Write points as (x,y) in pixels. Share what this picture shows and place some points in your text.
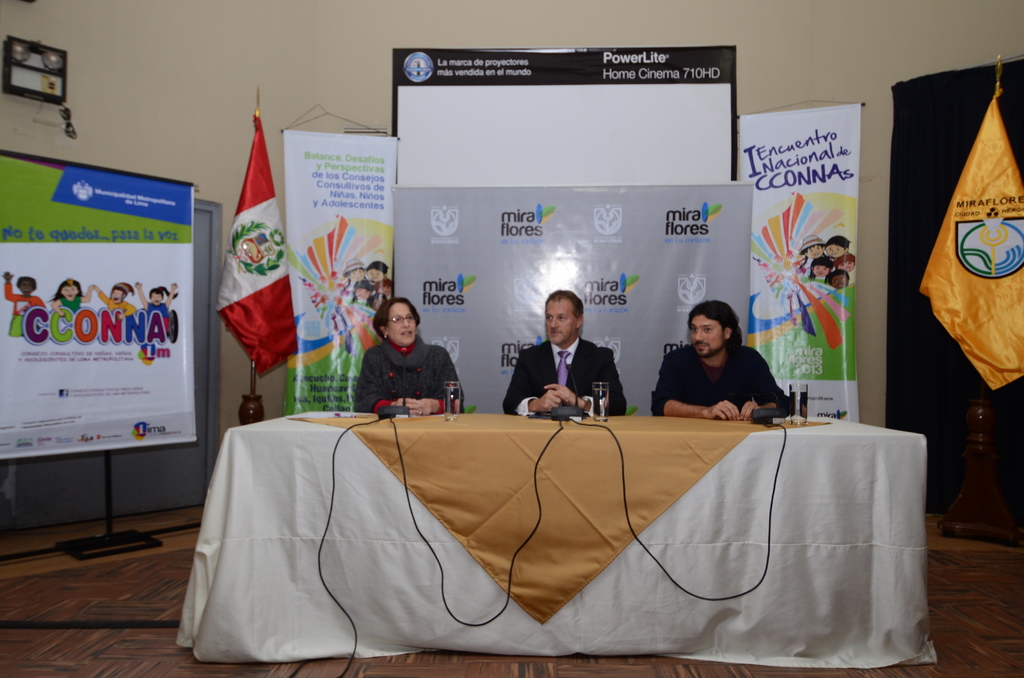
In this image we can see three people (441,367), in front of them there is a table (502,439) covered with a cloth (519,421), on the table (496,429) there are some objects (447,397), in the background (501,408) we can see some posters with some text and there are flags (983,235).
